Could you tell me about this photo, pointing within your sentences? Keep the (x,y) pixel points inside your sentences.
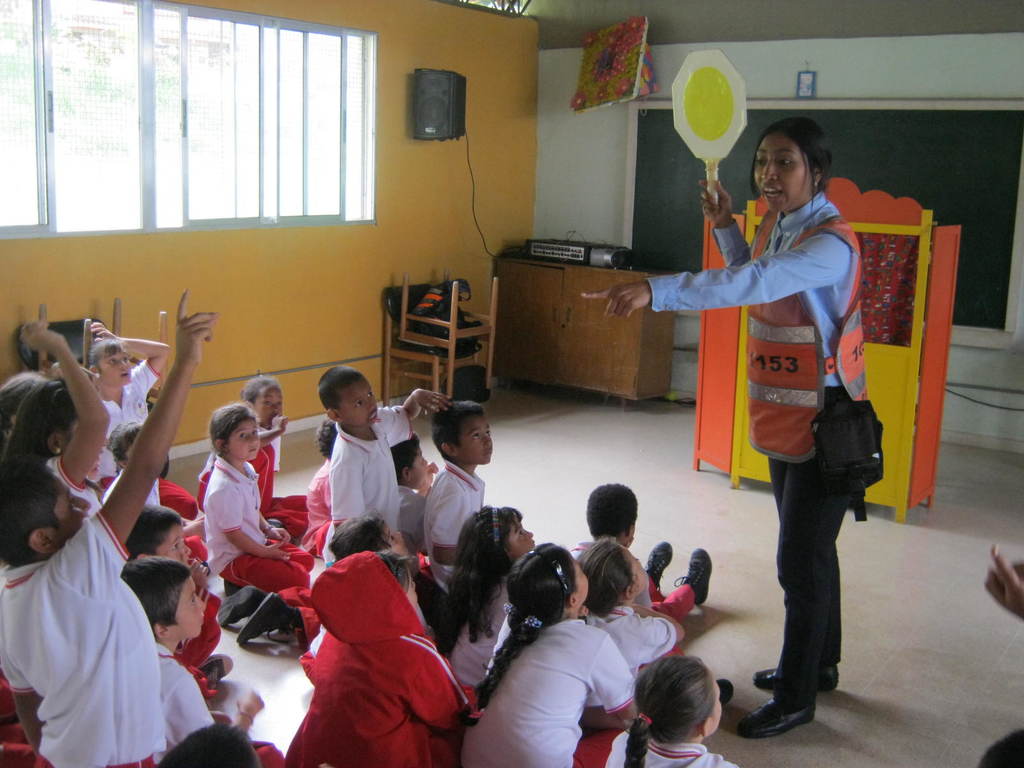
In this image, we can see kids (338,532) wearing uniforms (252,535) and there is a woman (795,490) standing and wearing a safety jacket (766,315) and holding a board (709,181). In the background (629,277), there are stands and we can see a board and some objects (633,53) on the wall (498,141) and there are windows (336,165). At the bottom (708,516), there is a floor (567,412).
